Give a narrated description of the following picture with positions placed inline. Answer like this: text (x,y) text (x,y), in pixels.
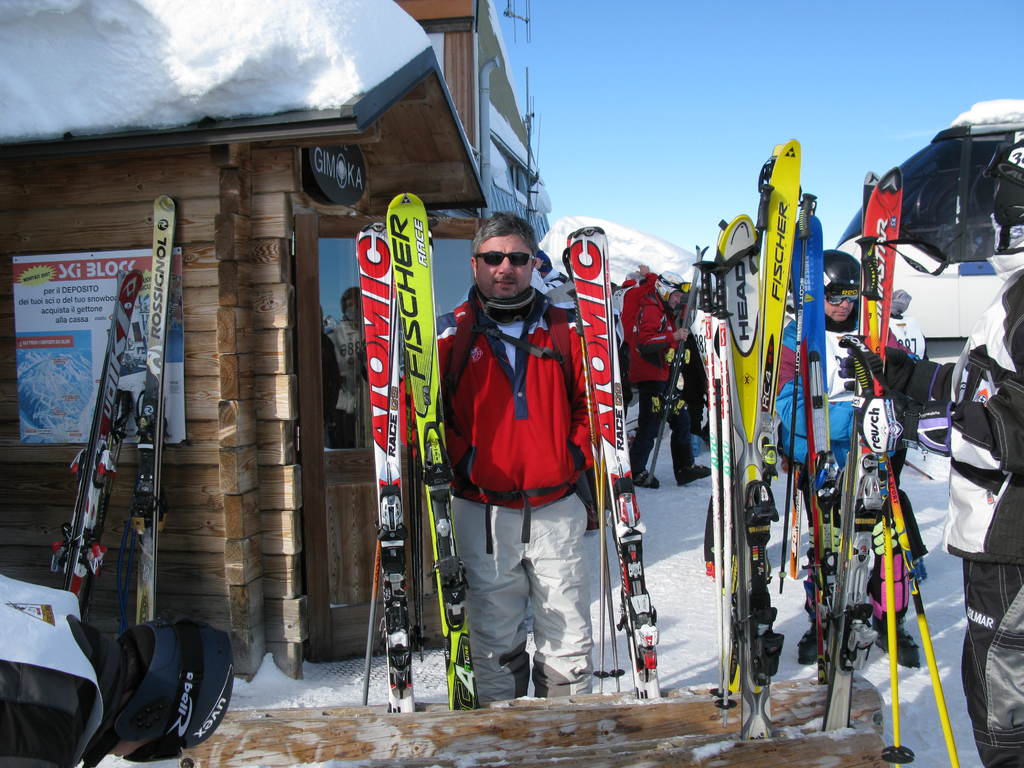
In the image we can see that, there are many people (677,451) standing. This is a vehicle (930,223), snow (418,38), house (220,336) and a blue color sky (801,53).
